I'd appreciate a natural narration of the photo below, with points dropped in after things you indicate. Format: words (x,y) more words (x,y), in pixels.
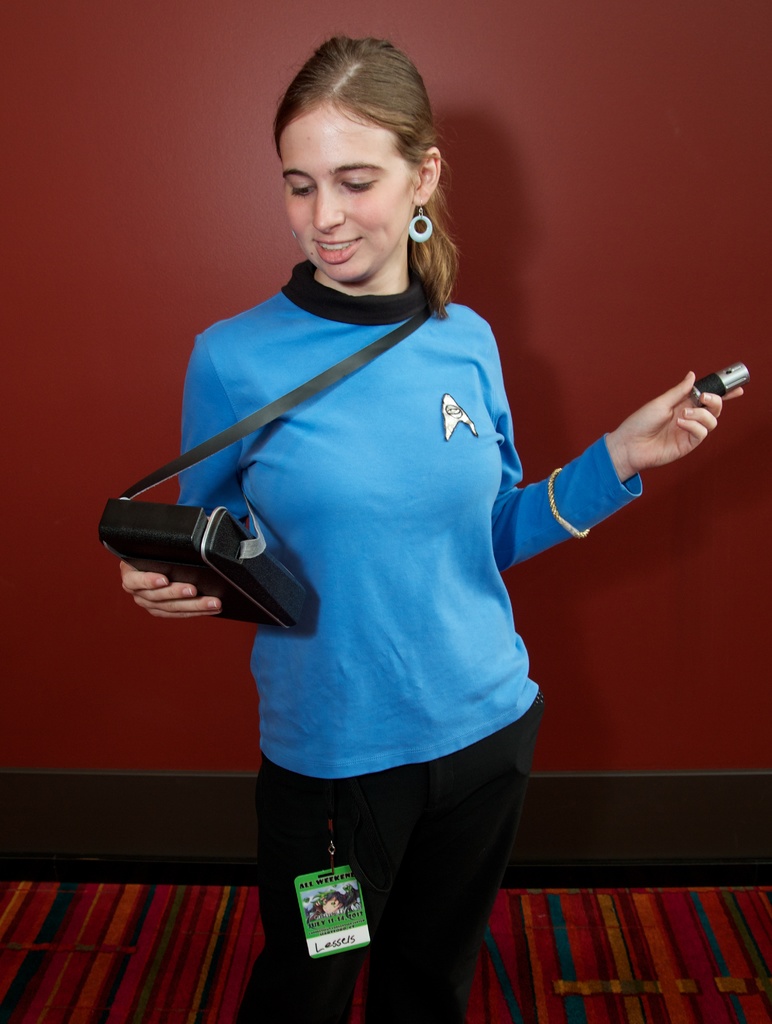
In the picture I can see a woman (403,628) wearing blue color dress (369,628), earrings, black color pant (277,864) and identity card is holding some objects (208,568) in her hands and standing on the floor (572,926). In the background (596,879), I can see the brown color wall (20,331).
